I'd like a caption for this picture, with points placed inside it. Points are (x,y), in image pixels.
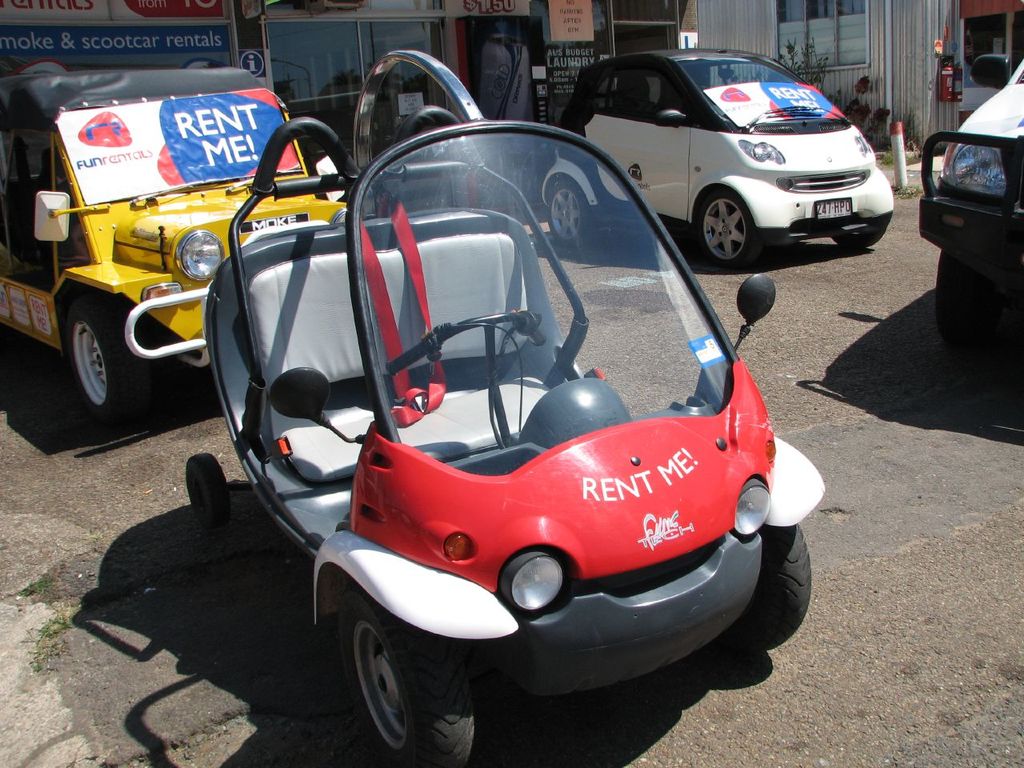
In the foreground (579,404) I can see vehicles (639,405) on the road (863,662), grass (907,193) and poles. In the background (882,53) I can see buildings (442,17), windows (360,47), boards (461,8) and houseplants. This image is taken may be during a day.
